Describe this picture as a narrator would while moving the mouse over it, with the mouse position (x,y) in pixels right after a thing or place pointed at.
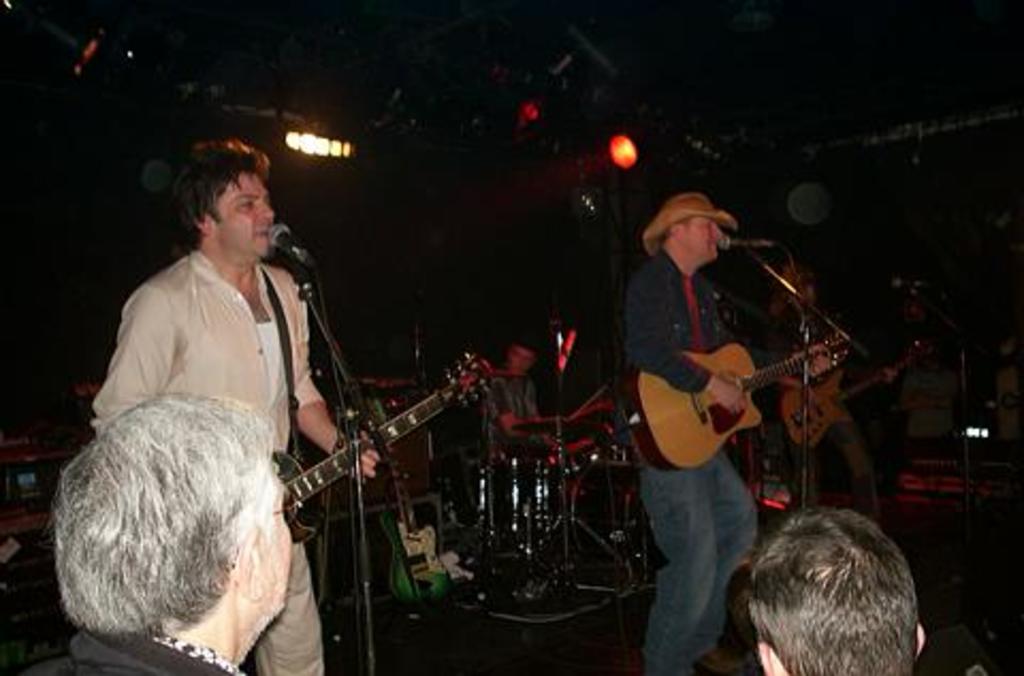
There is a group of people (646,352). They are playing a musical instruments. We can see in the background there is a lights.
